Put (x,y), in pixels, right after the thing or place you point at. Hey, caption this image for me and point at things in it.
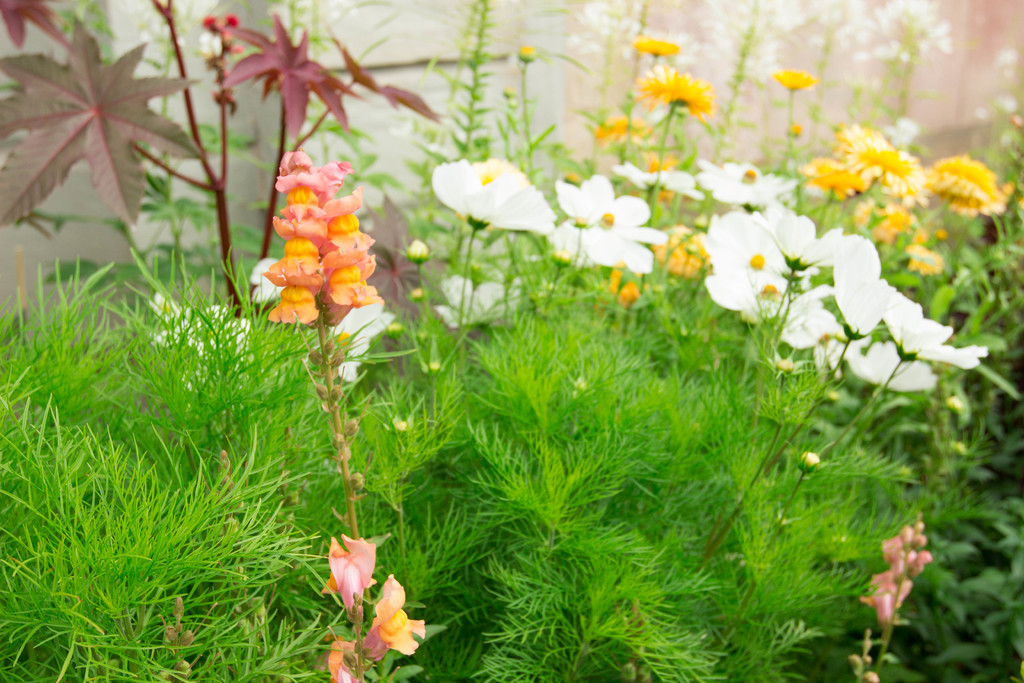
In this image, we can see flowers (596,185), leaves (987,269), stems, plants (378,533). Background (4,239) we can see a wall (14,254).
